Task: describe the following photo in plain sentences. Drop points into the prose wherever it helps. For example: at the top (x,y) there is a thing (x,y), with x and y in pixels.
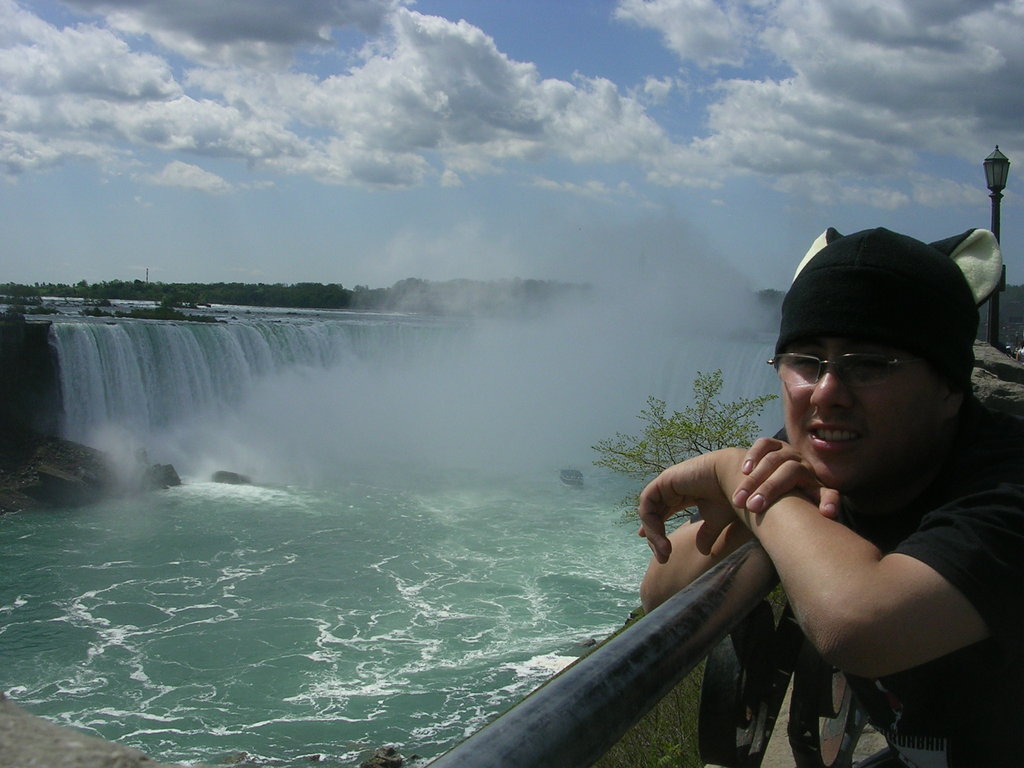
In this image we can see a person (926,523) wearing specs (888,360) and cap (867,297). There is a railing (662,690). Also there is a light pole (999,185). In the back (297,352) there is waterfall (203,341). Also there are trees (218,300). In the background (498,150) there is sky (498,150) with clouds (726,119).
